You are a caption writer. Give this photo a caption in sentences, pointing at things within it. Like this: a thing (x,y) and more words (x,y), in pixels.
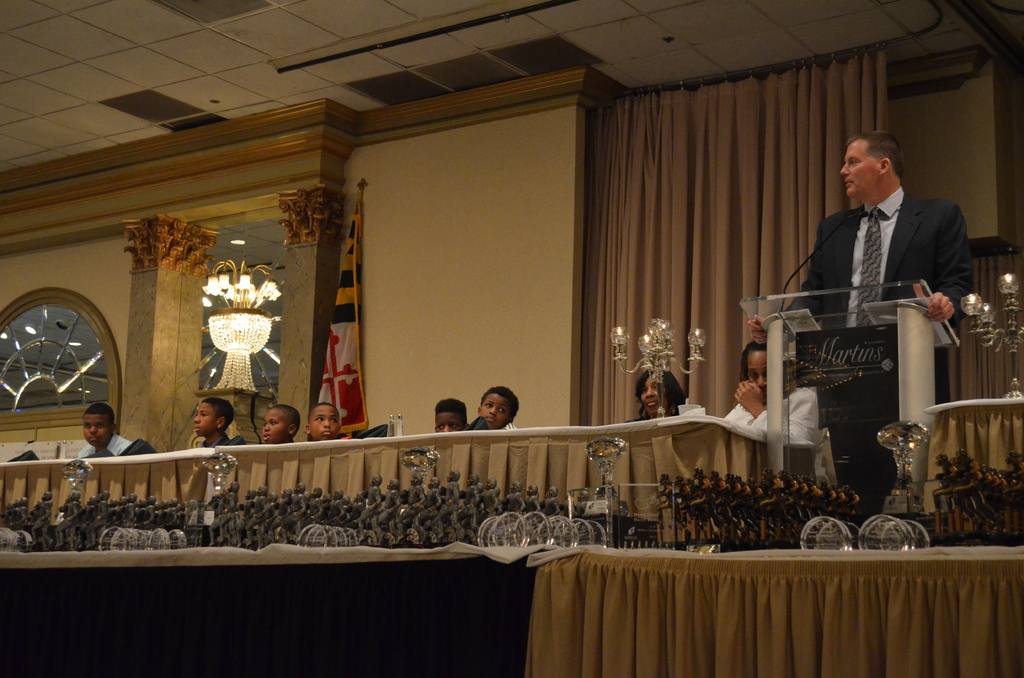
In this picture we can see a few trophies (466,482). We can see a microphone (861,215) and a person (802,289) standing in front of the podium (917,379). There is some text (862,354) visible on a board (846,354). We can see the candles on the candle stands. We can see a few kids (108,413) and some people (643,377). There is a flag (360,262), clothes (975,407) and other objects (58,355).
